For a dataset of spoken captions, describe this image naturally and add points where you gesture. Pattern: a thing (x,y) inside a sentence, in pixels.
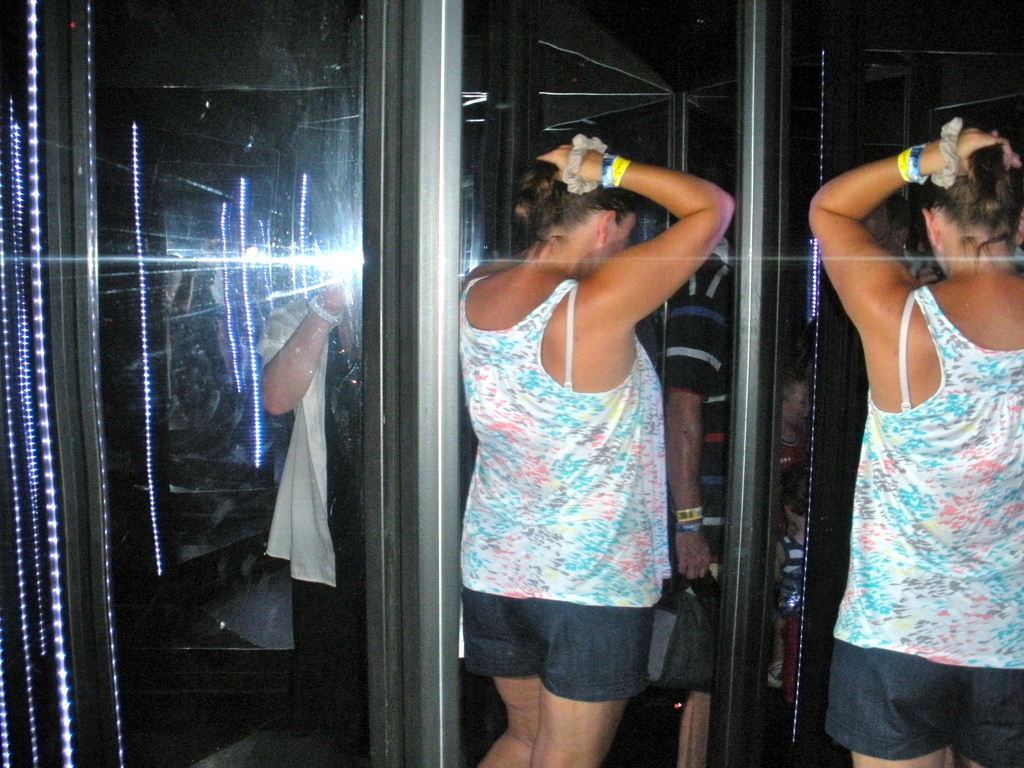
In the image there is a woman (881,521), she is tying her hair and beside the woman (926,548) there are two mirrors (274,192) and the image of the woman (522,398) is being reflected in the first mirror (579,320) and in the second mirror (295,349) there is a person (289,384) clicking the photo, the flashlight (353,272) can be seen on the mirror (328,245).
